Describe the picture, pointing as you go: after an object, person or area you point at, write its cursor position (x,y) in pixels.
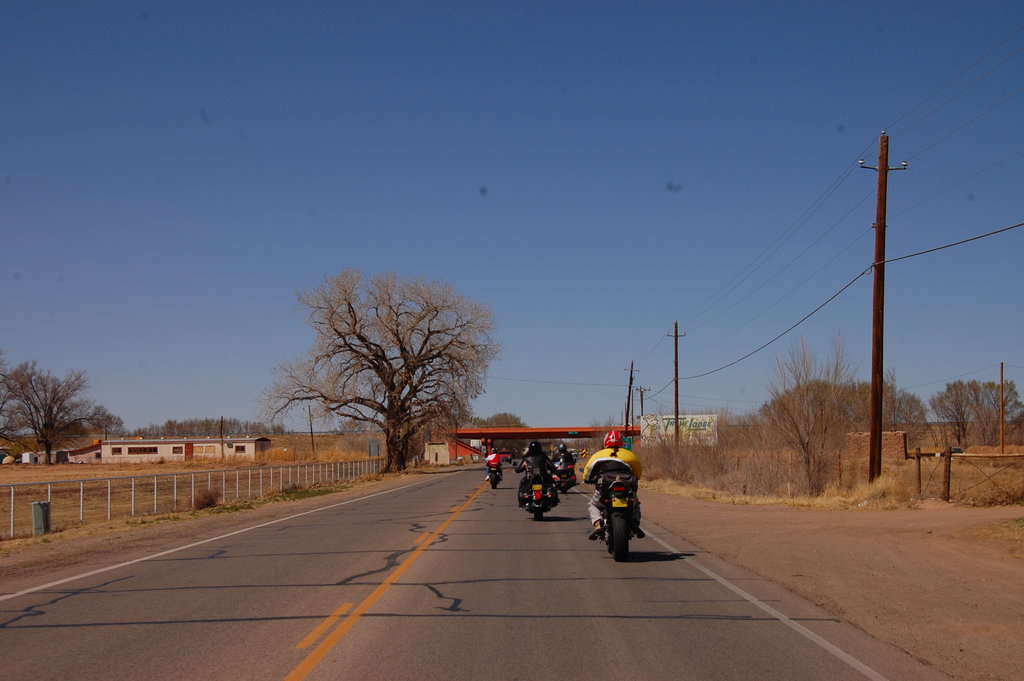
In this image, we can see a few vehicles (539,508). We can see the ground (529,567). We can see some grass (330,488), dried plants (702,483). There are a few poles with wires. We can see a board (700,439) with some text (697,424). We can see some houses (107,456). We can see a bridge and we can see the sky (827,254). There are a few trees (417,436).
